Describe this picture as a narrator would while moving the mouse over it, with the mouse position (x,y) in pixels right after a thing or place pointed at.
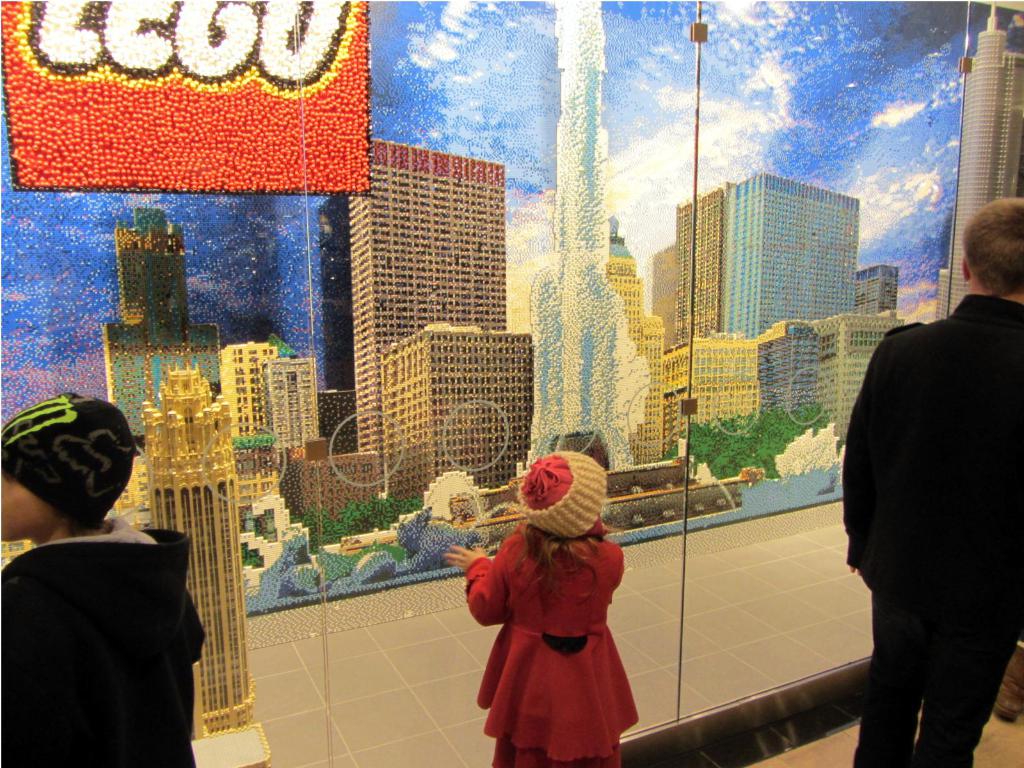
In this image there are three people (104,460) standing beside the glass wall (451,370) on which we can see there is a LEGO mosaic (699,408) of buildings (699,408).
